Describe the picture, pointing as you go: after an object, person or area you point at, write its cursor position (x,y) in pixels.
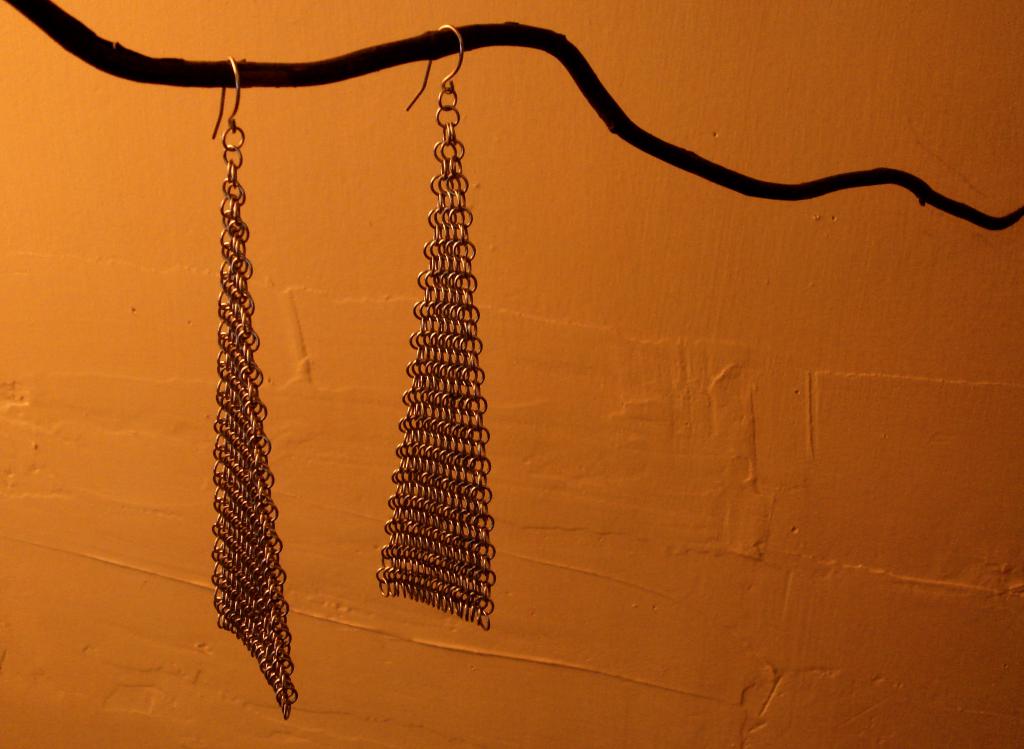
In the center of the image (439,486) we can see earrings (251,556) hanging. In the background (704,365) there is a wall (88,188).
